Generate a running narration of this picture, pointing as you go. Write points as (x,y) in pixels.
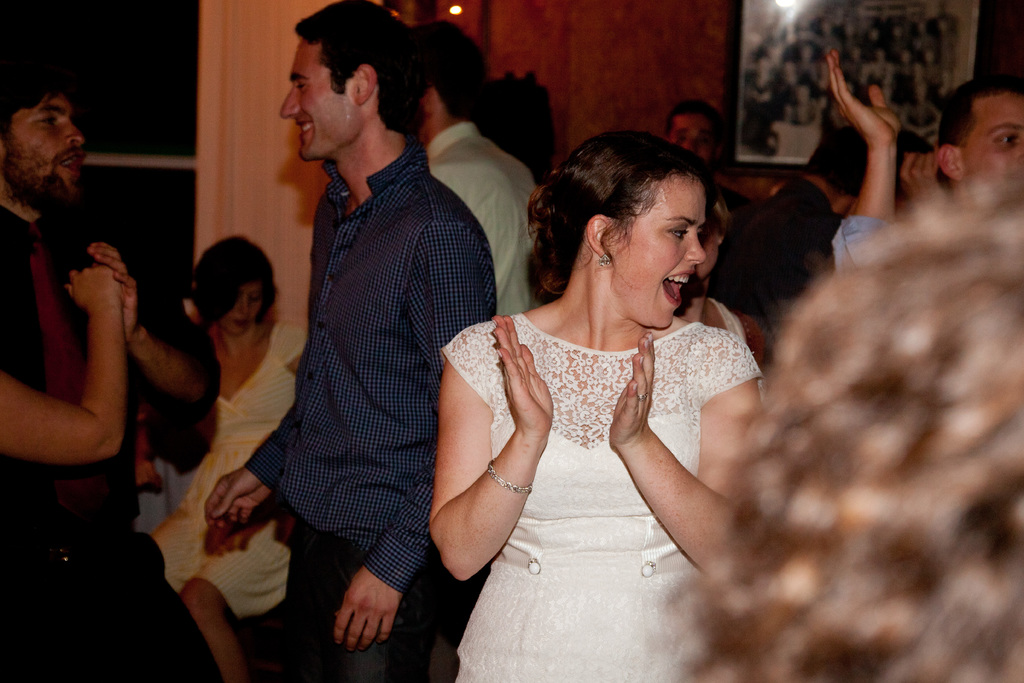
This is the picture of a room (583,127). In this image there is a woman (559,567) with white dress (586,549) is standing and smiling. There is a person (432,258) with blue and black check shirt (398,427) is standing and smiling. At the back (745,215) there are group of people (865,112). There is a frame (865,39) on the wall (417,22) and there is a door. At the top (799,3) there is a light (786,9).
